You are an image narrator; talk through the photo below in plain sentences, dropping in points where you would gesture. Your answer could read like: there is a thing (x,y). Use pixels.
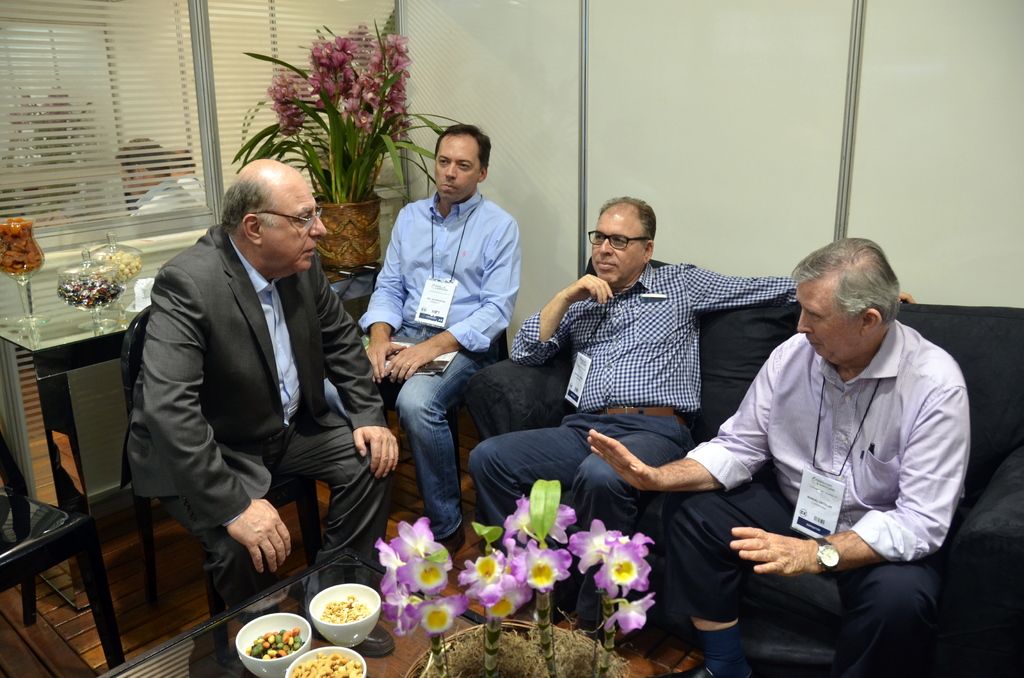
In this image there are four men (639,341) sitting on the chairs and sofa (704,437). In front of them there is a table (386,629) on which there is a flower vase (485,649) and three bowls (325,611) beside it. In the background (17,269) there is a glass table (63,327) on which there are glass jars (80,270) and a glass cup (14,252). On the left side (318,349) there are two persons (400,314) sitting on the chair (133,357) and in between them there is a flower pot (345,202). There are two men (676,366) sitting in the sofa (709,368) by wearing an id-cards (829,499).
